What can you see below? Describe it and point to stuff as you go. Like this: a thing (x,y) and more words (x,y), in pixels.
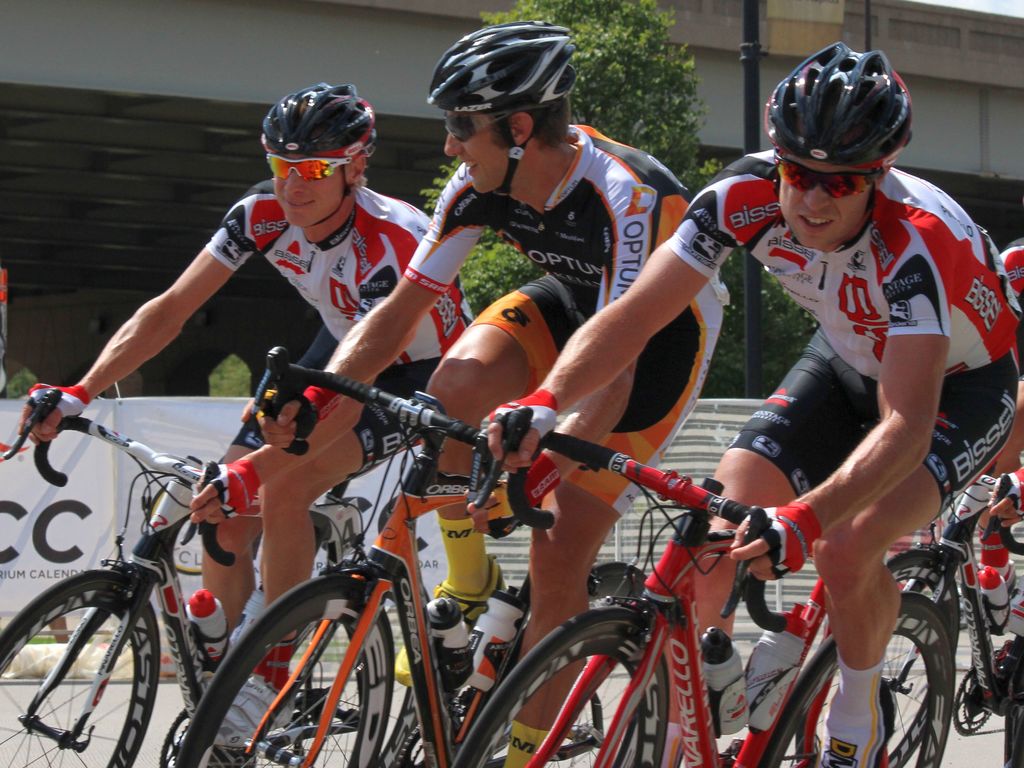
In this image, we can see there are four persons (162,346) in different color dresses (555,247), cycling on the road (898,705). In the background (57,573), there are banners (222,430), a tree (610,36), a pole (751,16) and a building (953,97).
